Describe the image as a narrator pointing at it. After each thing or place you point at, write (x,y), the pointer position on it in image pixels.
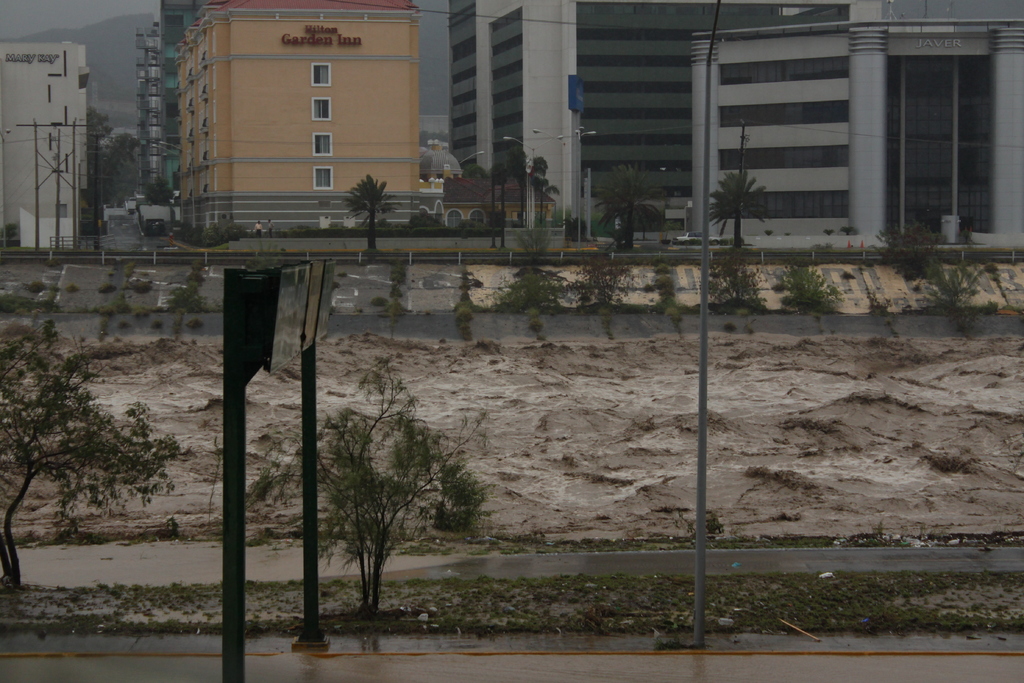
In the image there is a water surface (599,423) and the area (475,275) around that water surface (826,442) is wet and in the background (78,131) there are many buildings (626,104) and some trees (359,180).
